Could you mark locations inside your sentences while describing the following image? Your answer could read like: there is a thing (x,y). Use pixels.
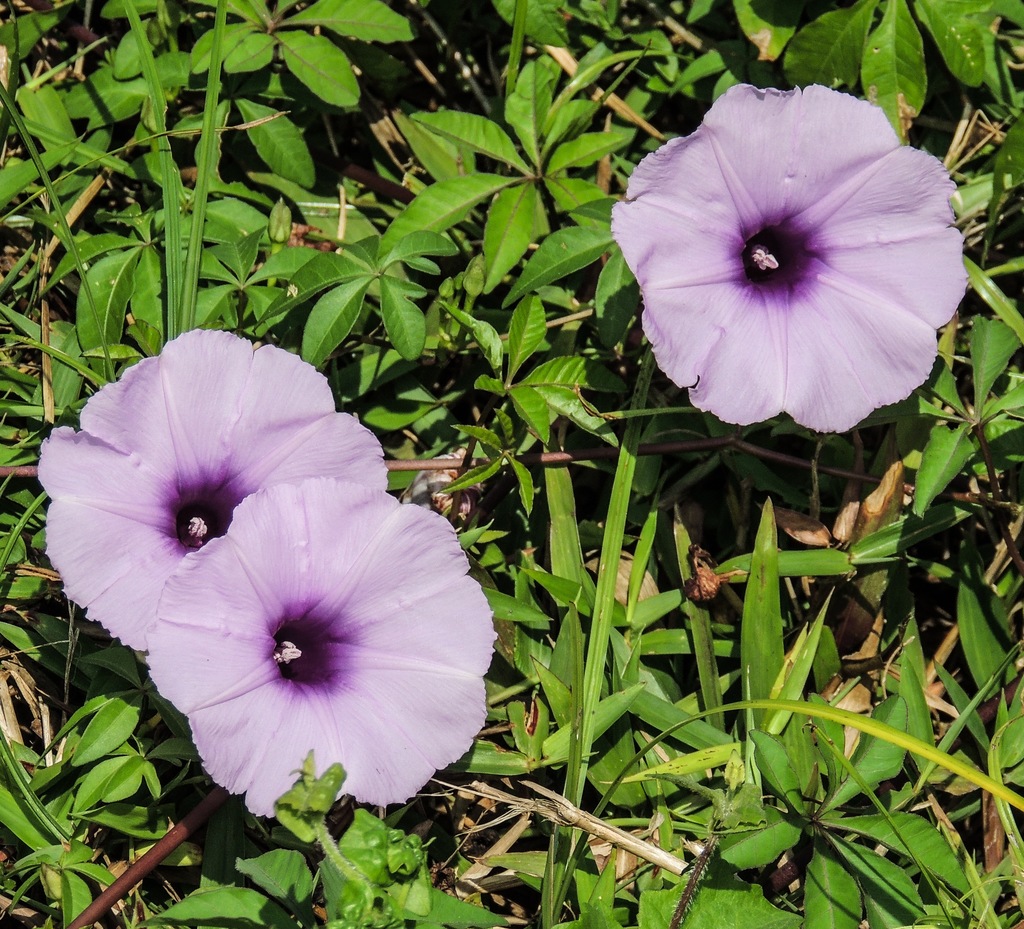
In this image I can see there are 3 flowers (937,312) in brinjal color and there are plants (561,40) and grass (701,676).
